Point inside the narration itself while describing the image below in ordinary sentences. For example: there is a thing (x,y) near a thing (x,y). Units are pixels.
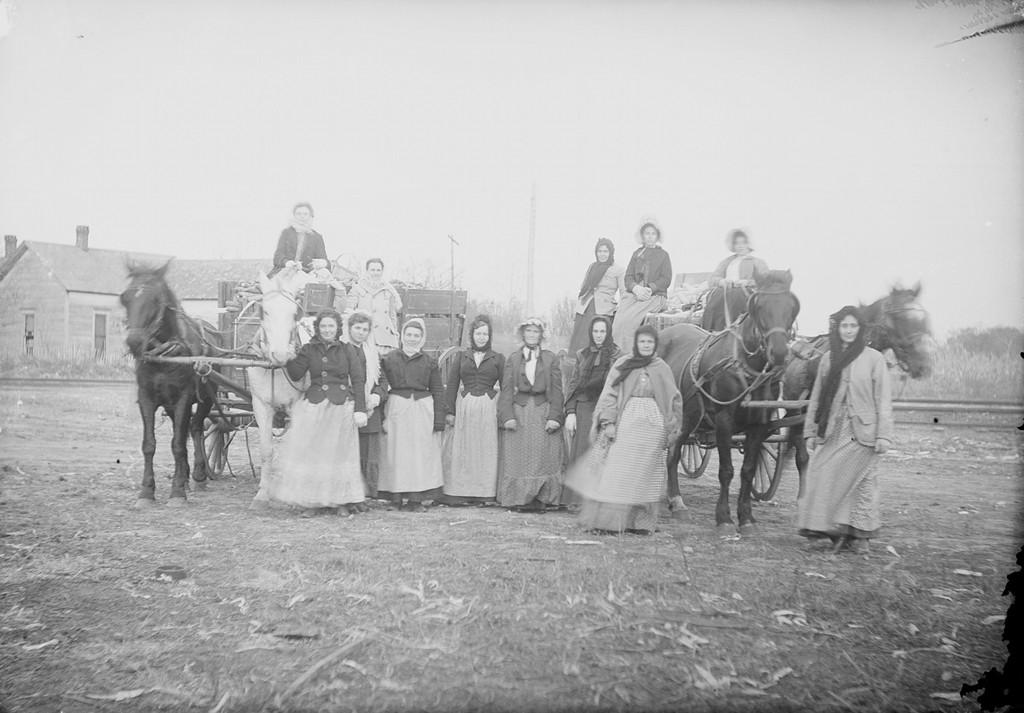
In this picture we can see a group of people (882,404) where some are standing on the ground (623,655) and some are sitting on horse carts (193,345) and in the background (562,323) we can see a house (91,286), trees (965,331), sky (352,130).
